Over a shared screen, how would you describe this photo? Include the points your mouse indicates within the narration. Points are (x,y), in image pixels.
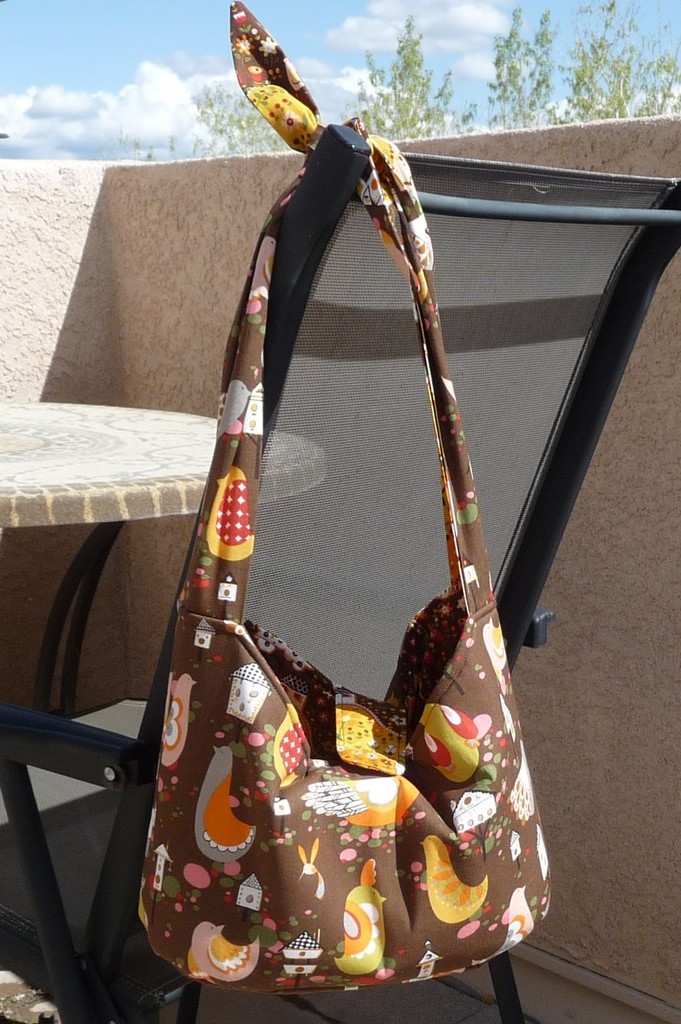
This is a picture consist of a table (94,489) and in front of the table (97,487) there is a chair (377,433) and there is a colorful bag (221,701) attached to the chair (298,289) and background i can see a sky (99,84) and there are trees (236,119) visible.
